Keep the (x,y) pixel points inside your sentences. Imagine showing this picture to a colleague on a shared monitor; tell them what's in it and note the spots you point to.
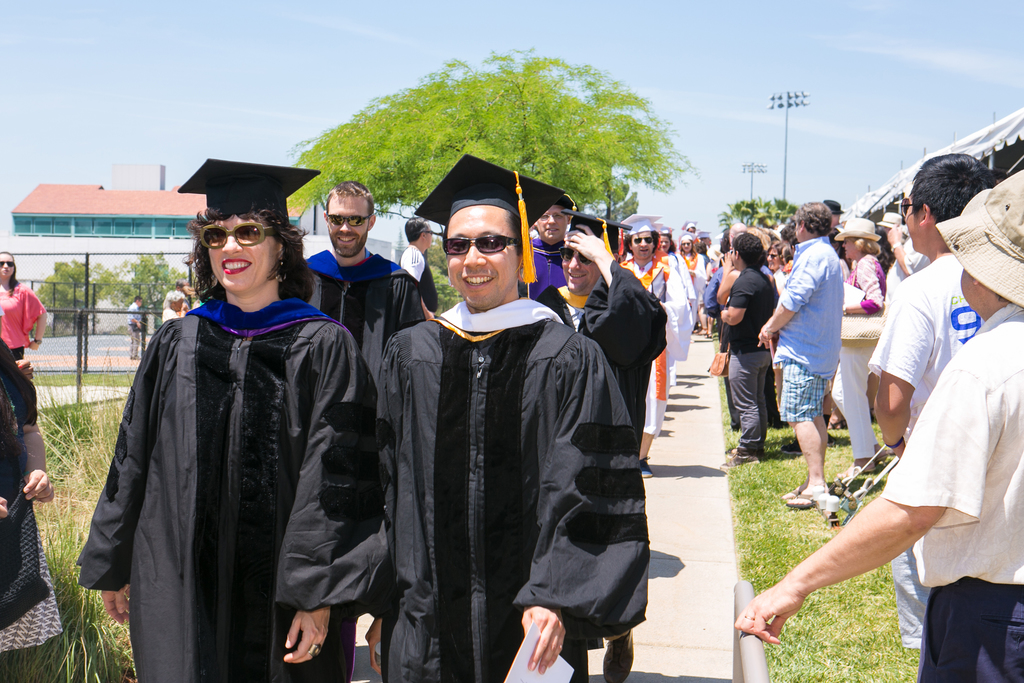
In front of the image there are people (554,449). At the bottom of the image (868,616) there is grass (849,590) on the surface (875,631). In the background of the image (86,269) there is a metal fence (44,276). There are buildings (40,209), trees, light poles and tents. At the top of the image (310,99) there is sky (282,84).
